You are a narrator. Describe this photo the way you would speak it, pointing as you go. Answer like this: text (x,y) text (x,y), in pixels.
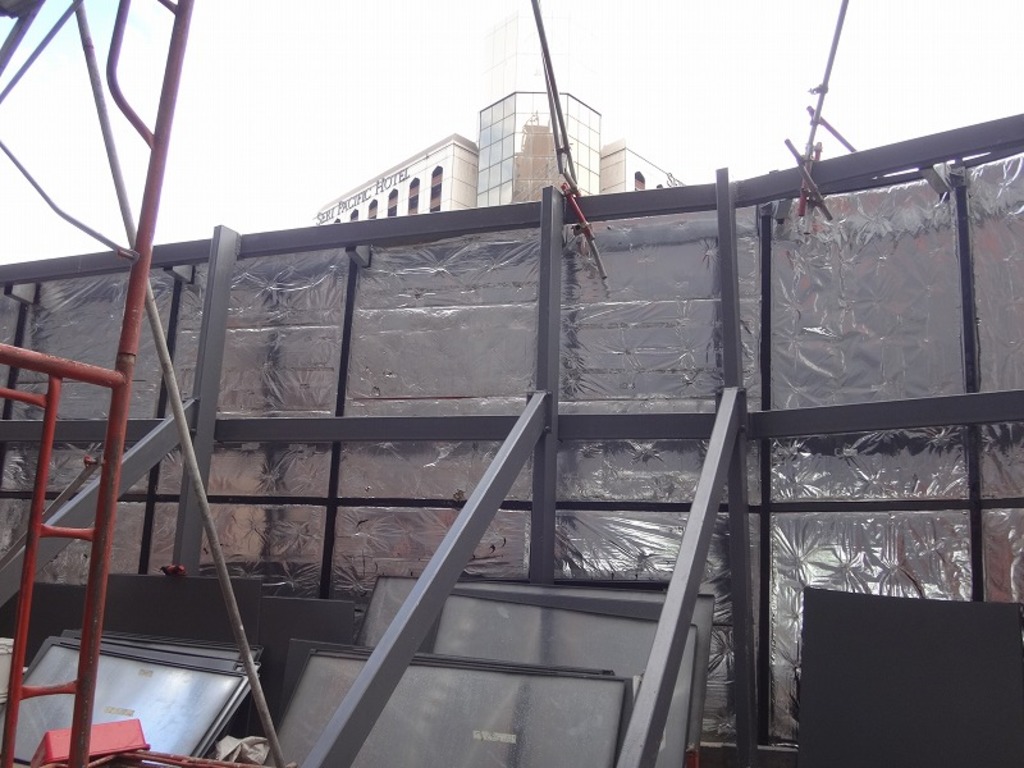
In the foreground of this image (734,469), there are metal planks (304,721), poles (74,526) and wall like structures (568,529). In the background (522,172), there is a building (437,150) and the sky (297,118).
